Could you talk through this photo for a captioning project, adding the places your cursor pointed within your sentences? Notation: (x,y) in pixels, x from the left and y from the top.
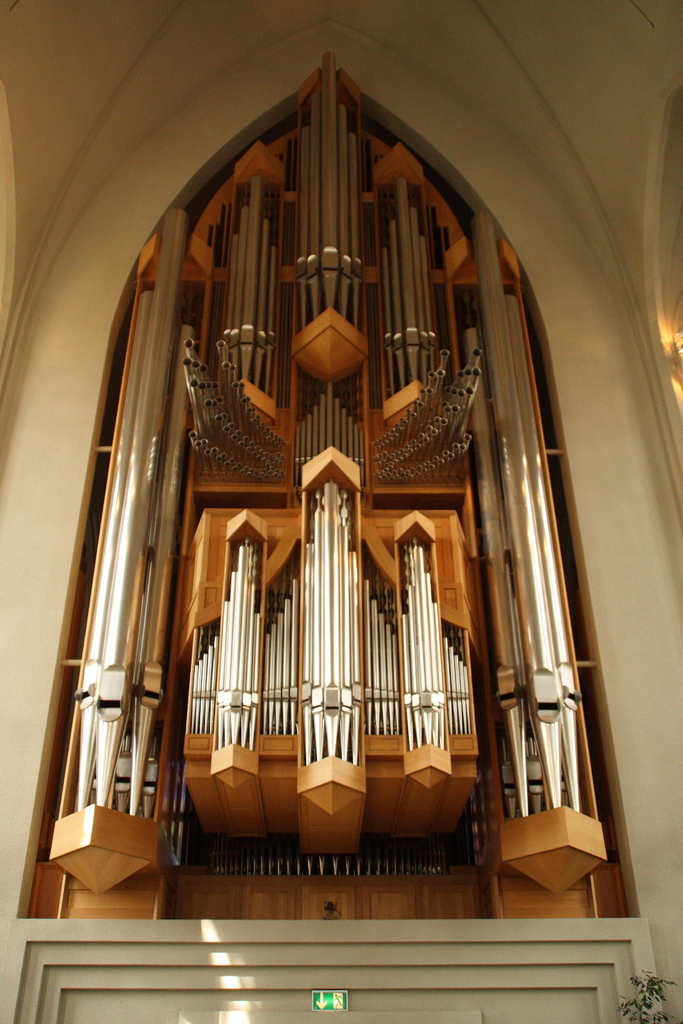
In this image in the center (232,347) there are objects (222,887) and some metal rods (169,315), and in the background (660,687) there is wall (567,924). At the bottom (635,1017) there is a sign board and plant (644,1018).
